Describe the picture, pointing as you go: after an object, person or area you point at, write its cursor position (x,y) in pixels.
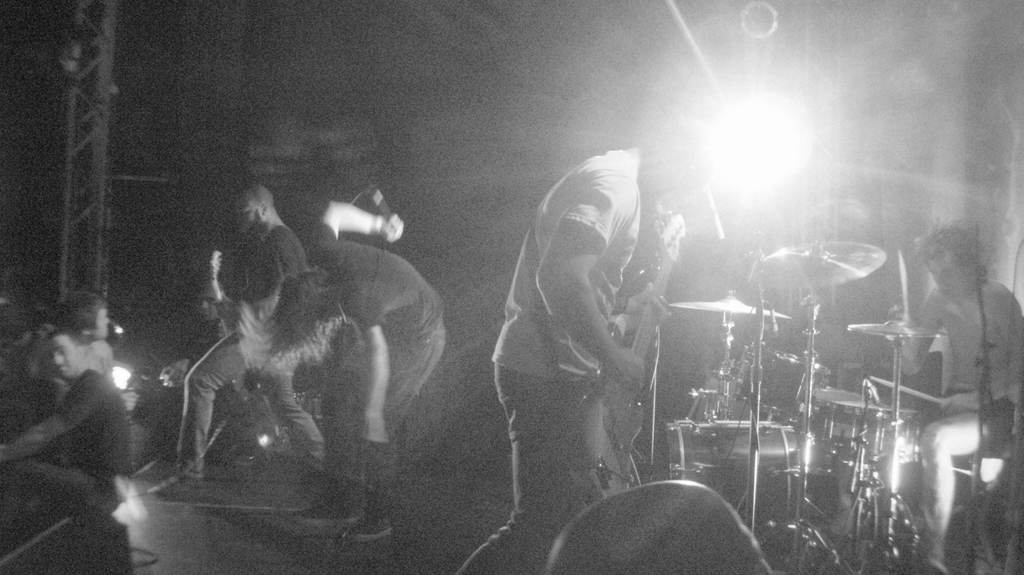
In the image there are group of people (623,274) who are playing their musical instrument (771,317). On right side (998,293) there is a man (956,390) sitting on chair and playing musical instrument (909,331), in background (794,128) there is a light (719,126) and a pole (101,110).
